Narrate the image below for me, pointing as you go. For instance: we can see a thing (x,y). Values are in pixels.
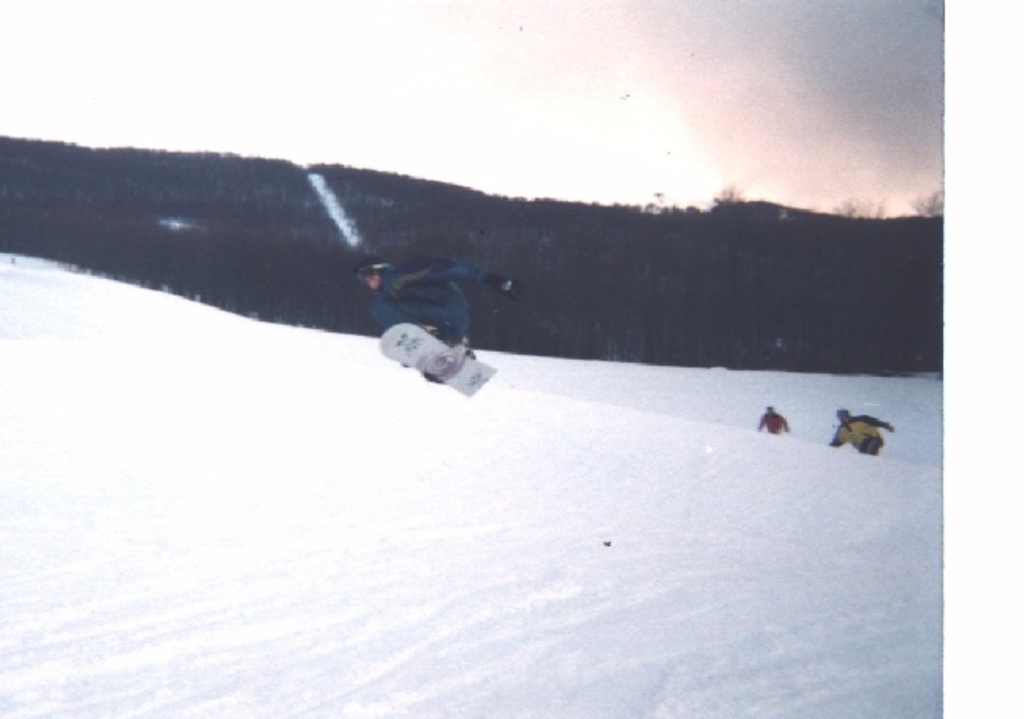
This image is taken outdoors. At the top of the image (471,98) there is a sky (770,96) with clouds (805,116). At the bottom of the image (180,626) there is snow (660,500). On the right side of the image (830,363) there are a few plants (848,210) and two people (874,424) are skiing on the snow (835,451). In the middle of the image (440,281) there is a person (404,290) and he has worn a helmet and he stood on the skating board (449,365).
